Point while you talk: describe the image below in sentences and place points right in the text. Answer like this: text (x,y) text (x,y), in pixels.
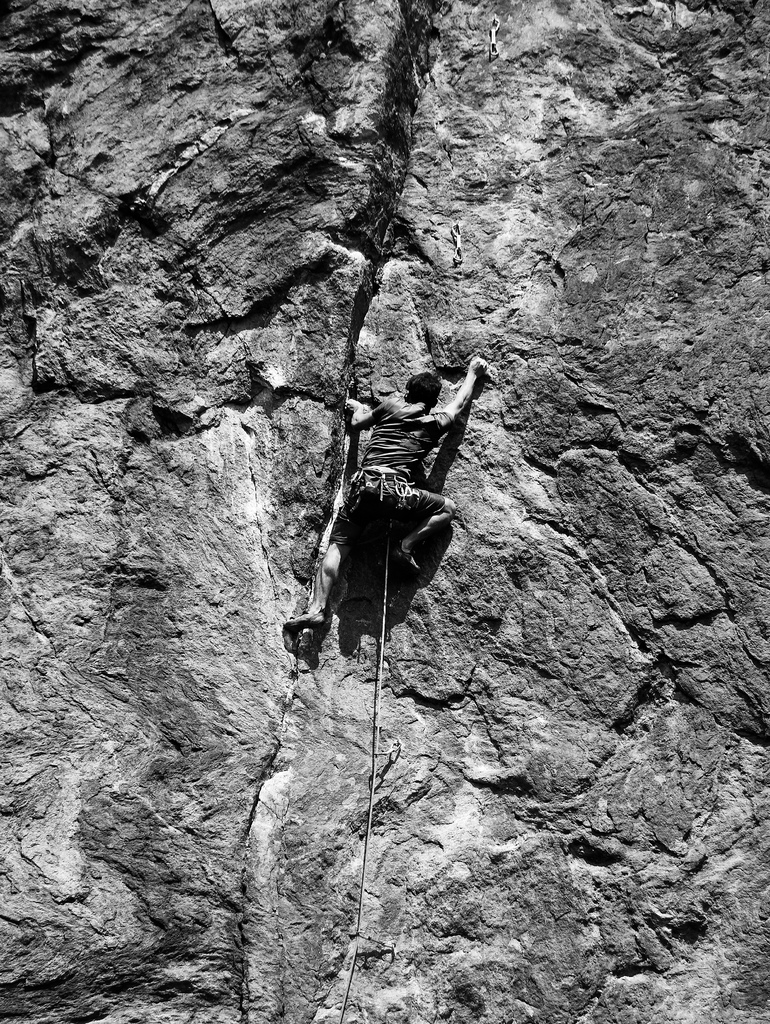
This is the picture of a black and white image and we can see a person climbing the mountain (562,367).
